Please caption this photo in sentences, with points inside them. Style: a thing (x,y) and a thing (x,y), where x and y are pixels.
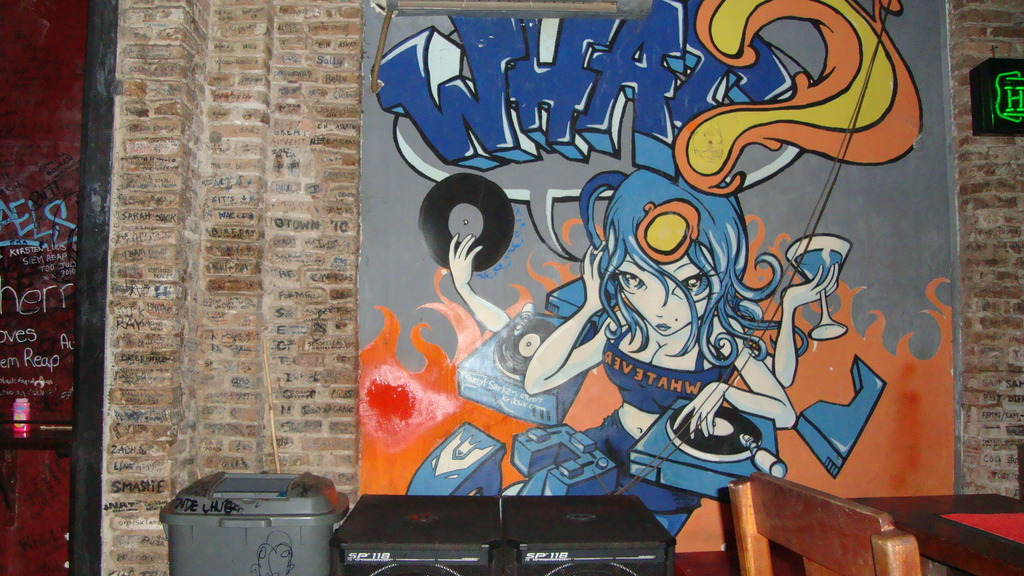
In this image, we can see the wall (988,160) with an object (986,63) and some painting (644,125). We can also see a trash can (291,503) and some objects (568,523) at the bottom (568,523). We can also see a metal object (57,110) with some text (5,210) on the left (33,319). We can see a table (965,560) with an object (1001,529). We can also see a chair (759,536).
